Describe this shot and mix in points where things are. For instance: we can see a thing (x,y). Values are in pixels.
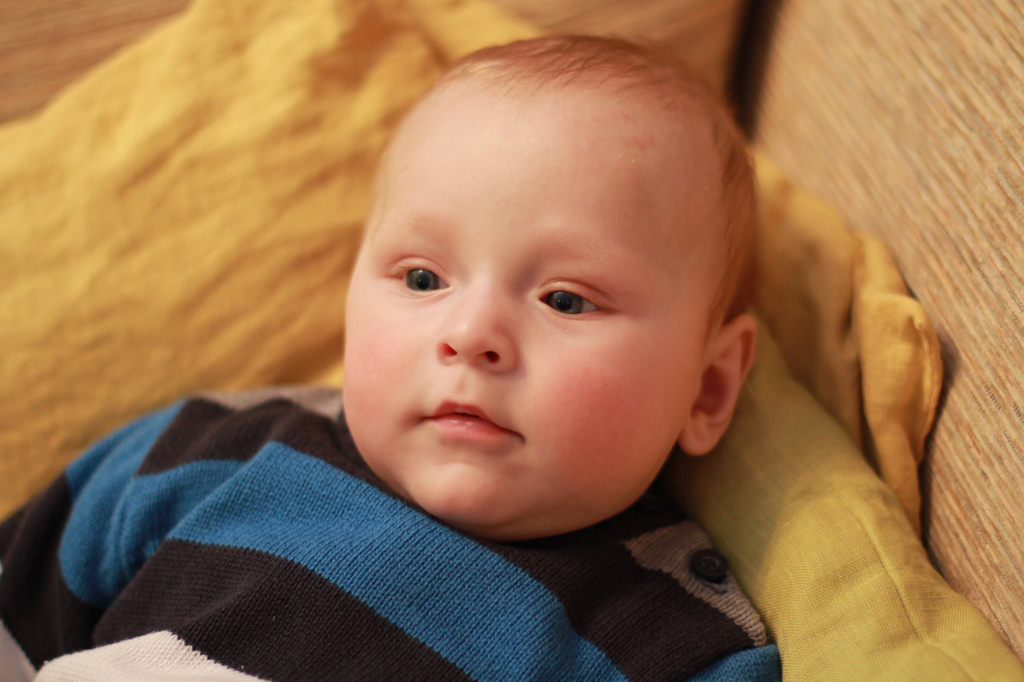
In this picture we can see a kid (623,621) on the cloth (208,335).
